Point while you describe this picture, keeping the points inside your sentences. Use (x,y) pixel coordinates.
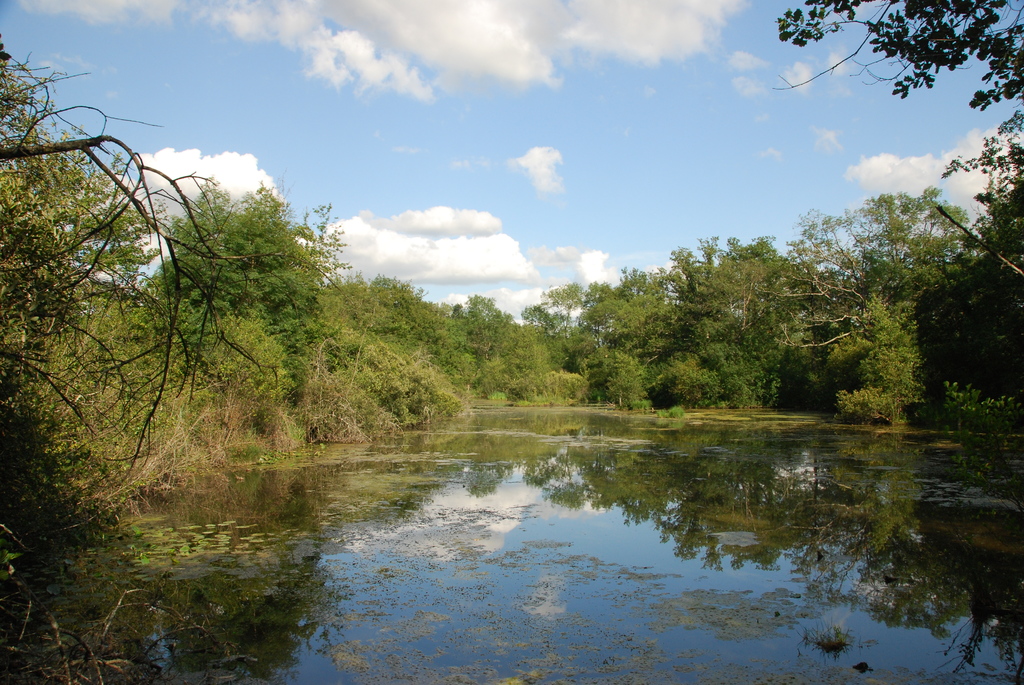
At the bottom of the image (570,520) there is water (252,611). In the background (444,353) there are trees (353,307). At the top of the image (468,100) there is sky (371,122) with clouds (528,74).
